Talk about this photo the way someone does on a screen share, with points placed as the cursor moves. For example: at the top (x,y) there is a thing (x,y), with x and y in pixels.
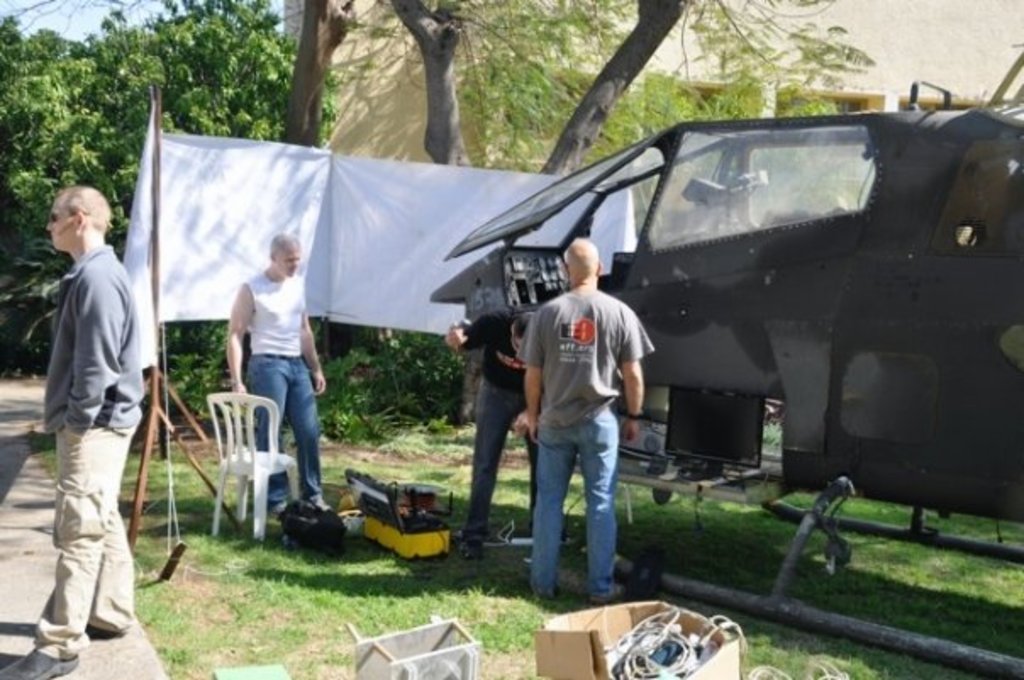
In this image we can see some group of persons (285,479) standing near the helicopter (713,221) and doing some work there is chair (249,456), some cardboard boxes (591,641) on the ground (455,578) and at the background of the image (366,102) there are some trees (228,79) and building (924,38).
